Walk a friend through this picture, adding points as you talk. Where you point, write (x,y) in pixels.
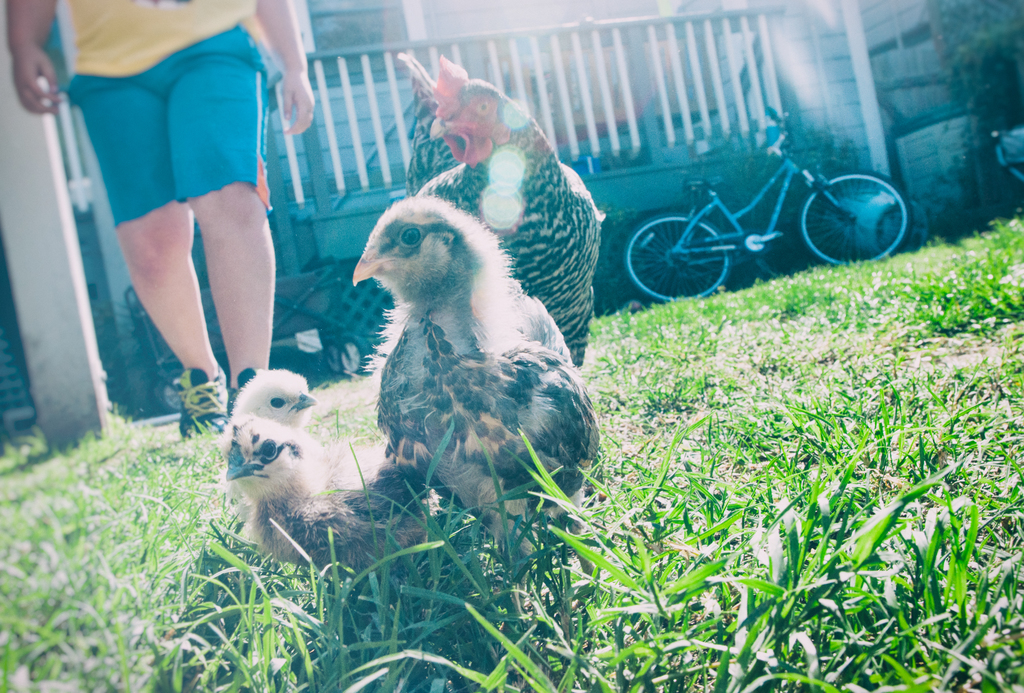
In this image I can see the ground (769,581), some grass (789,598) on the ground (356,422), a hen (535,192) and three chicks (545,409) and a person (230,195) standing on the ground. In the background (715,79) I can see a tree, the railing (654,27), a bicycle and a house (344,41).
